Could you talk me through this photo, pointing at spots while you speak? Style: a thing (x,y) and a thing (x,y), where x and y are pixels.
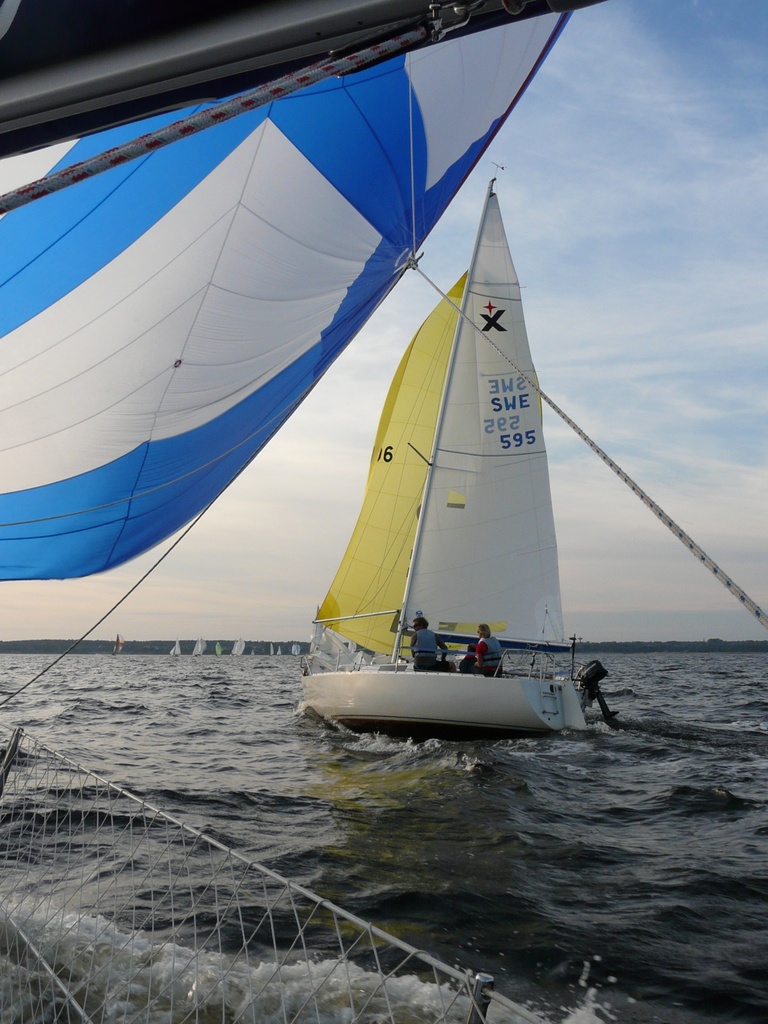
In the background (589,531) portion of the picture we can see the clouds (586,386) in the sky (586,386). In this picture we can see the boats (500,535), people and the water (592,656). On the left side of the picture (112,364) we can see the net (342,961), poles (183,69) and it seems like the sailcloth (182,166).
